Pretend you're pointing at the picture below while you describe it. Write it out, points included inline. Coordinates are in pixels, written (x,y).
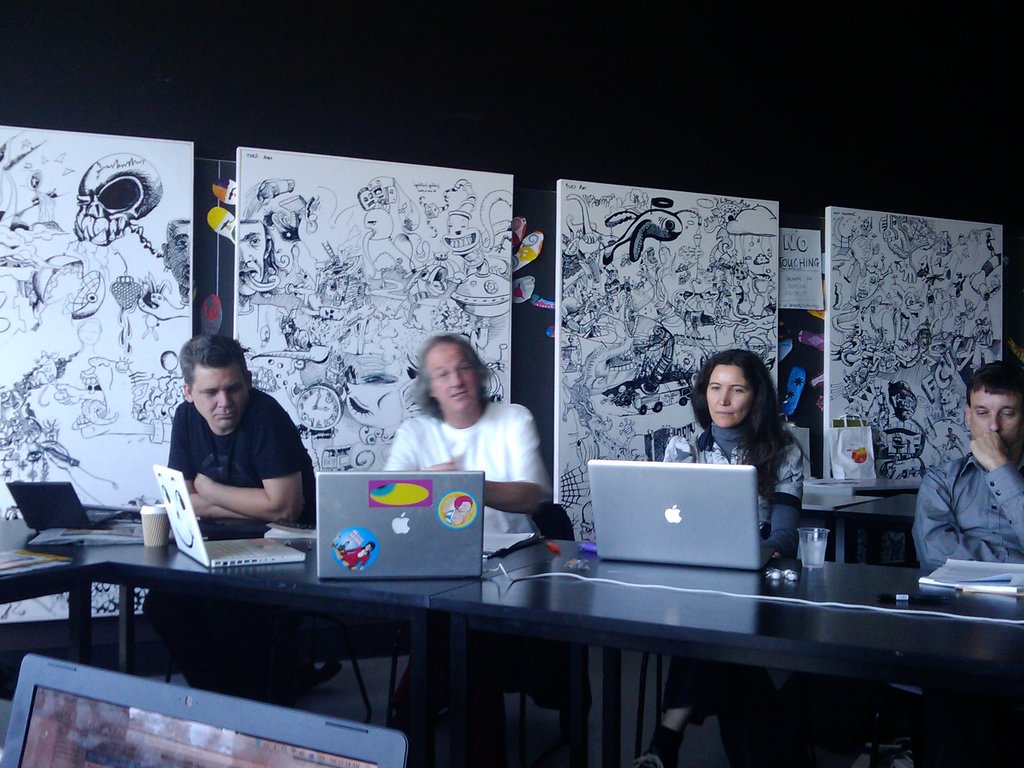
In this image I can see few people (749,365) are sitting and on this table (123,546) I can see few laptops (346,486). I can also see few glasses (155,541) and a book (938,573). In the background (603,261) I can see sketches (641,301).
